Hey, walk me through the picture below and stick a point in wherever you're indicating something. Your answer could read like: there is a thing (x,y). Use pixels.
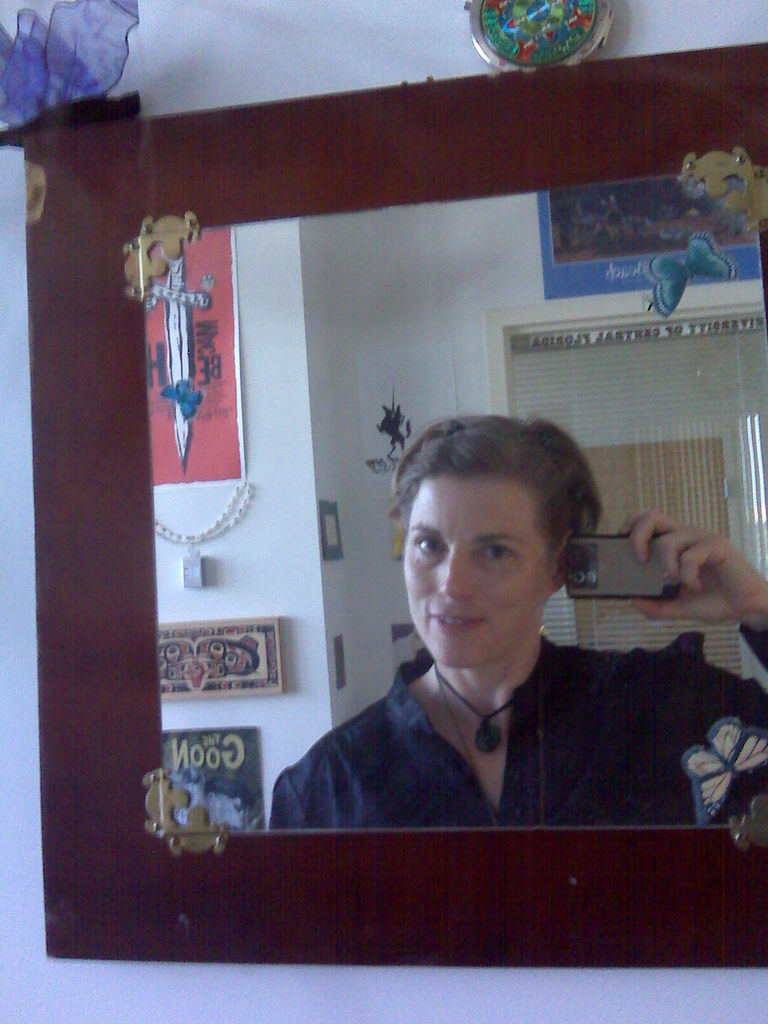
In this picture there is a mirror (210,906) on the wall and in the mirror (534,957) we can see the reflection (426,754) of a woman (472,711) and the woman (501,676) is holding an object (585,569). Behind the woman (543,556) there is a wall (307,367) with some decorative items (234,471).
